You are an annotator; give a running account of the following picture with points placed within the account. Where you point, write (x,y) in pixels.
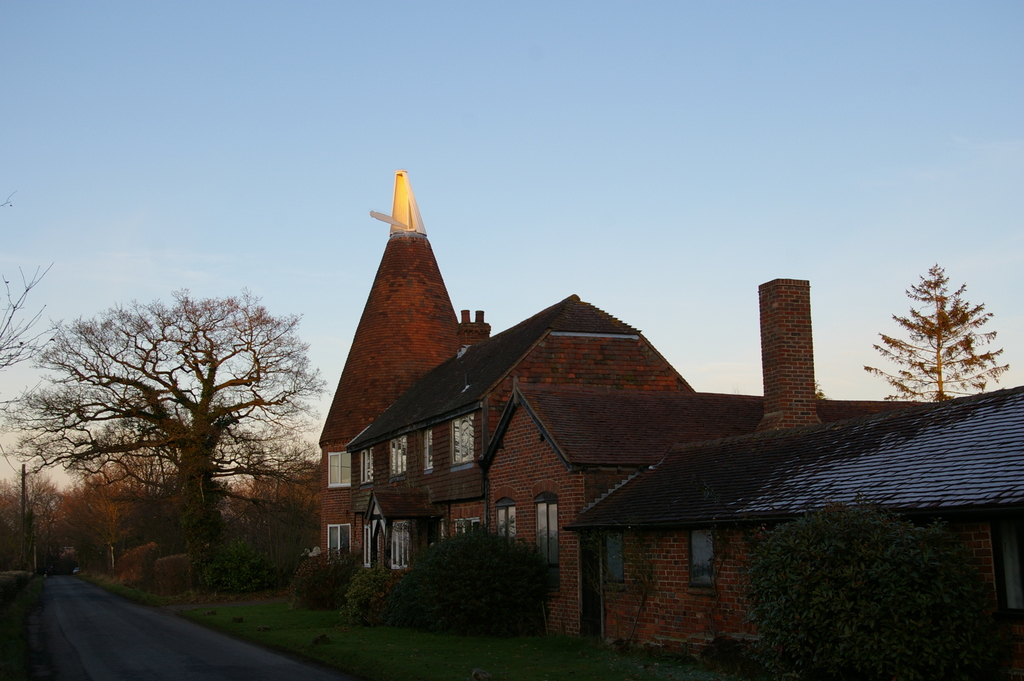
In this image we can see building (603,526). In front of it grassy land (404,654) and plants (887,623) are present. Left side of the image (102,481) trees (119,481) are there. Bottom left of the image (120,630) road (76,626) is there.
